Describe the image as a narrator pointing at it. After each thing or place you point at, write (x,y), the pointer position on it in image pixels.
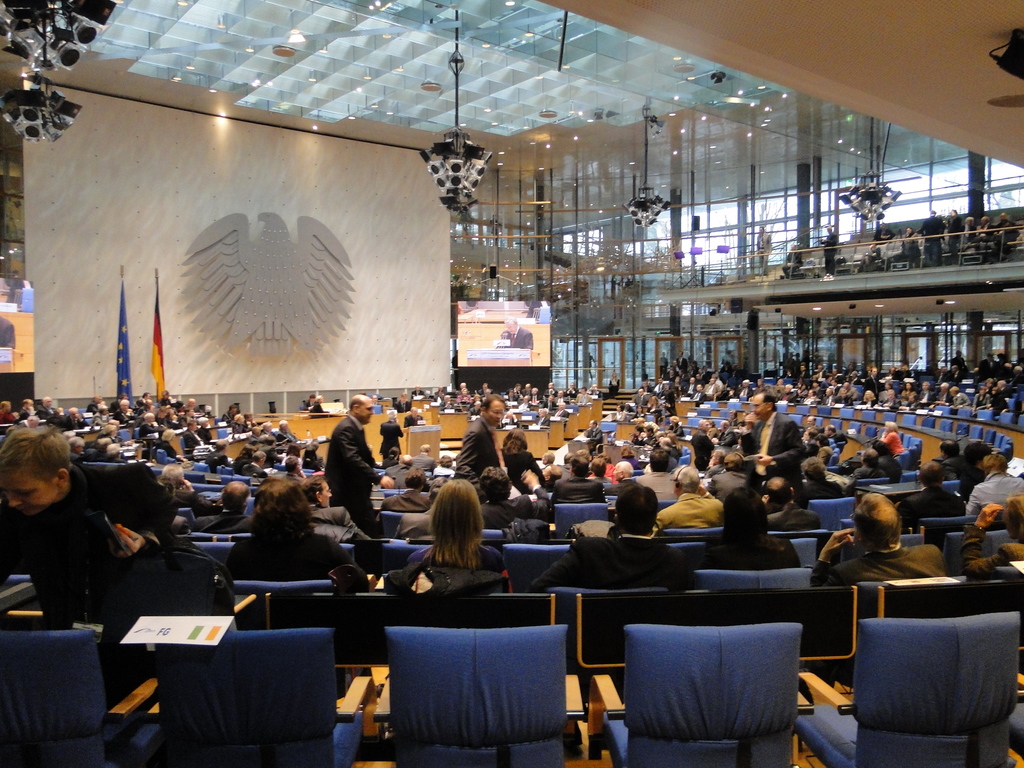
In this picture we can see a group of people (317,571), some people (296,574) are sitting on chairs (773,581), some people (472,473) are standing, here we can see screens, lights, flags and some objects (782,596).
